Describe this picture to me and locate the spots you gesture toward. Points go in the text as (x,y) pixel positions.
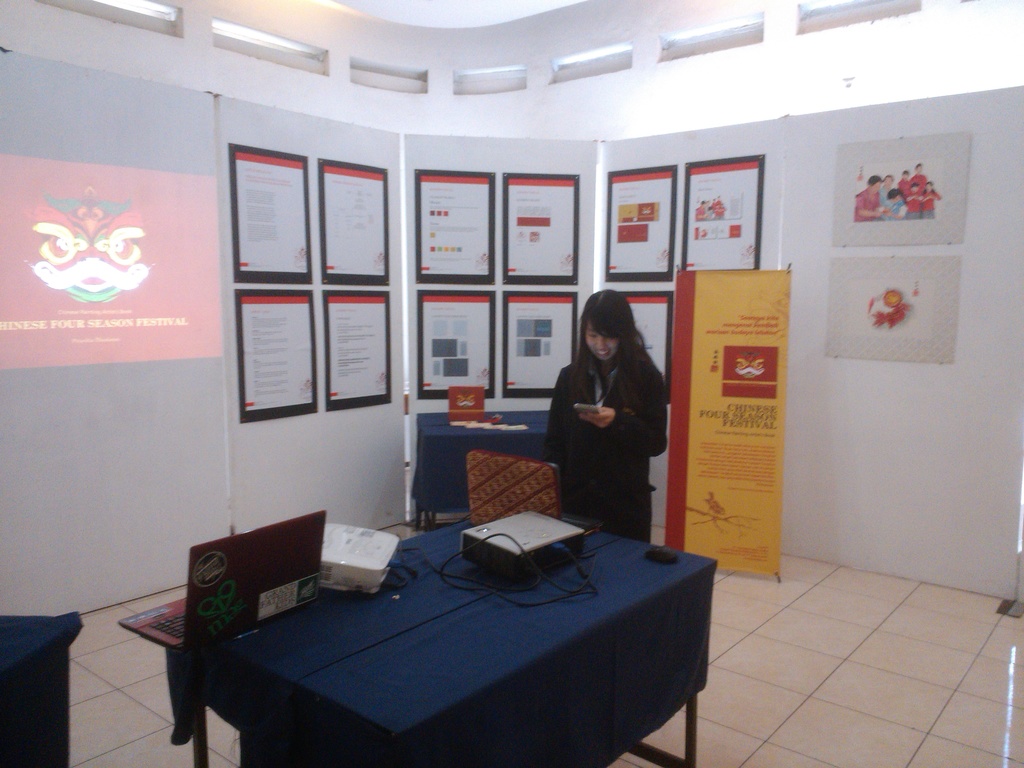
In this image I can see a woman (620,419) wearing a black dress (633,448) is standing and holding a mobile (596,408) in her hand (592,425). I can see a table (457,629) on which there are two projectors (477,549), few wires (448,570) and a laptop (243,600). In the background (737,313) i can see a projection screen (98,360), few posters (720,195) attached to the wall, a banner (699,419) and few lights (419,77).
